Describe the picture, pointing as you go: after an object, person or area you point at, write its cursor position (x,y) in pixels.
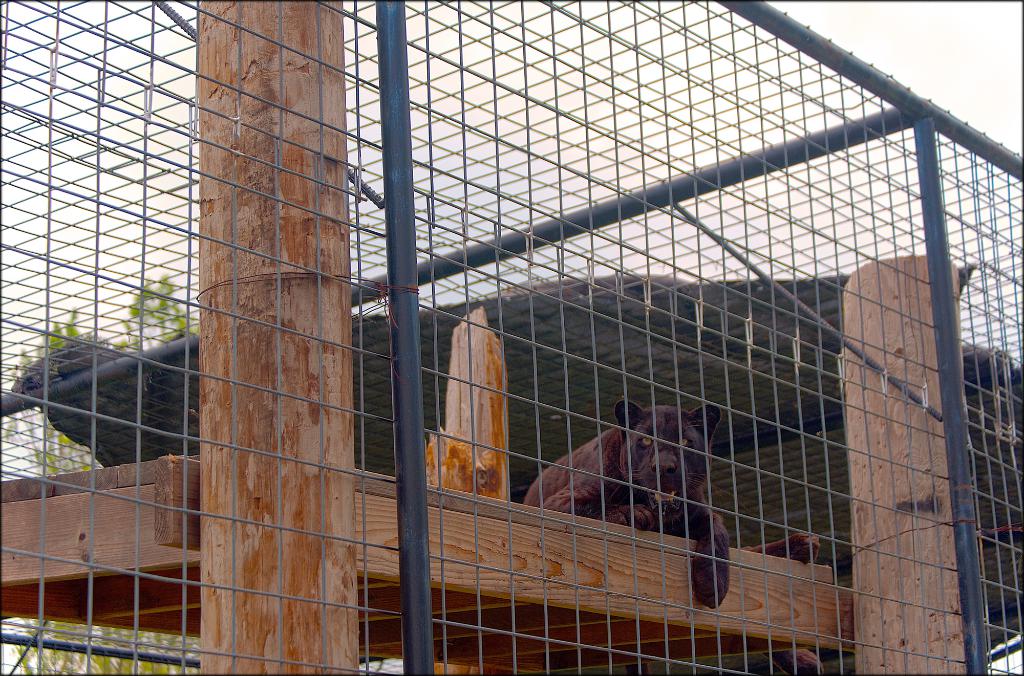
In this picture I can see there is a black panther (624,493) sitting on the wooden frame (567,516) and there are two wooden pillars (271,500) at right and left and there is a fence (245,25) around it and there is a tree (134,632) in the backdrop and the sky (781,6) is clear.
